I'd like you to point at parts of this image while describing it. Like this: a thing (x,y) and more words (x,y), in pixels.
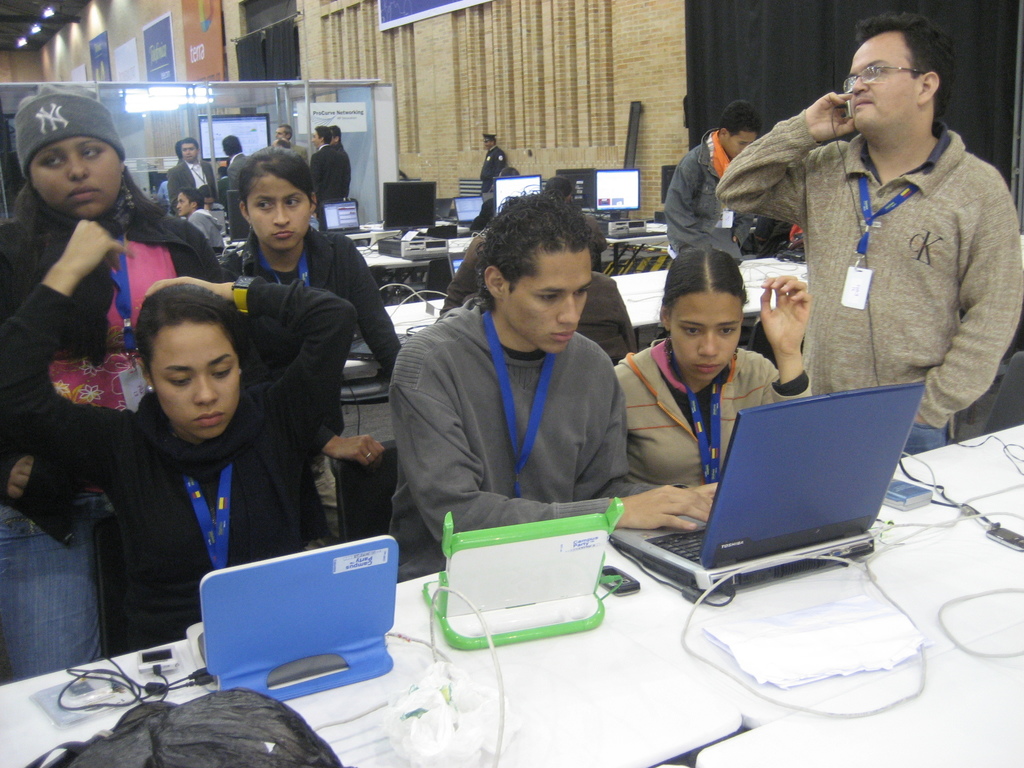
In this image we can see people (513,215) sitting, standing, a few electronic gadgets (452,641) on the desk (579,647), we can see the chairs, wall (454,40), curtains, ceiling (41,16) with lights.
